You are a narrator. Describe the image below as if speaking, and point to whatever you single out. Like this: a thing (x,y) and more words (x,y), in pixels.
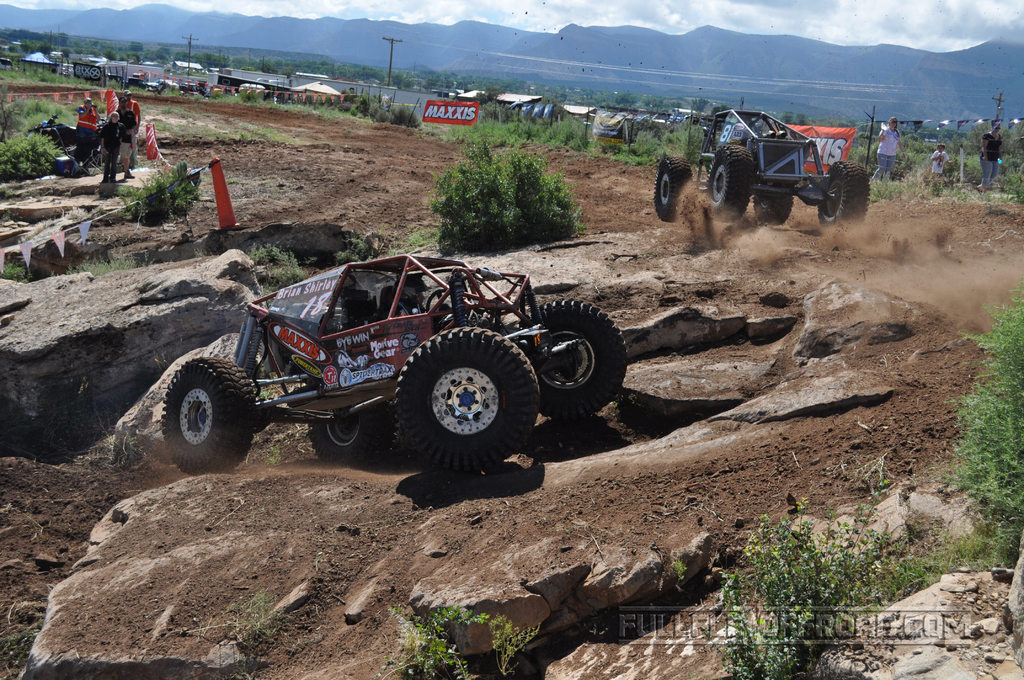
In this picture we can see vehicles (527,424) and people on the ground (636,403) and in the background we can see sheds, trees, poles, banners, mountains (1021,80) and the sky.
